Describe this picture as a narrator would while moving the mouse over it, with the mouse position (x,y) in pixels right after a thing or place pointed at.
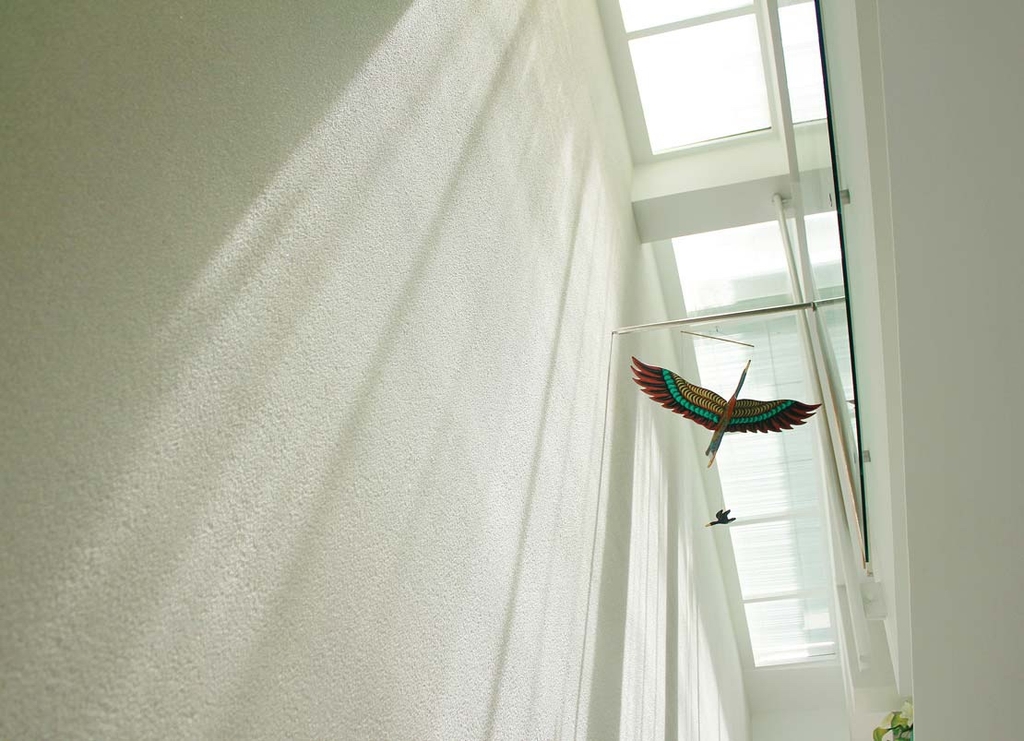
On the left side (289,487) there is a wall (362,487). On the wall (565,593) there are toy birds (738,425) hanged. At the top (694,77) there are glass walls (761,228). On the right side (936,298) there is a wall (900,311). Also there is glass wall (812,258). At the bottom right corner (891,728) there is a plant (889,723).
